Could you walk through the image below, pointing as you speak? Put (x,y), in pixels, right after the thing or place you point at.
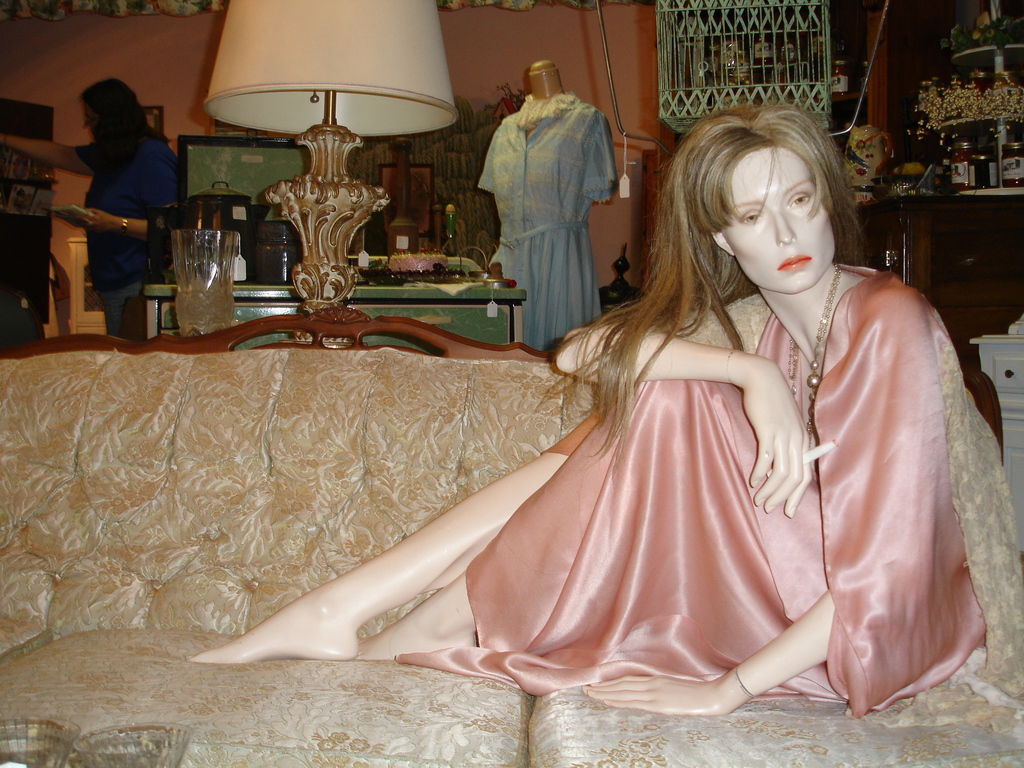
In this image we can see a statue (755,611) or doll (666,617) placed on the sofa (334,562). In the background of the image (420,132) we can see a lamp (313,157), dress (536,152), woman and some other stuff (227,223).
